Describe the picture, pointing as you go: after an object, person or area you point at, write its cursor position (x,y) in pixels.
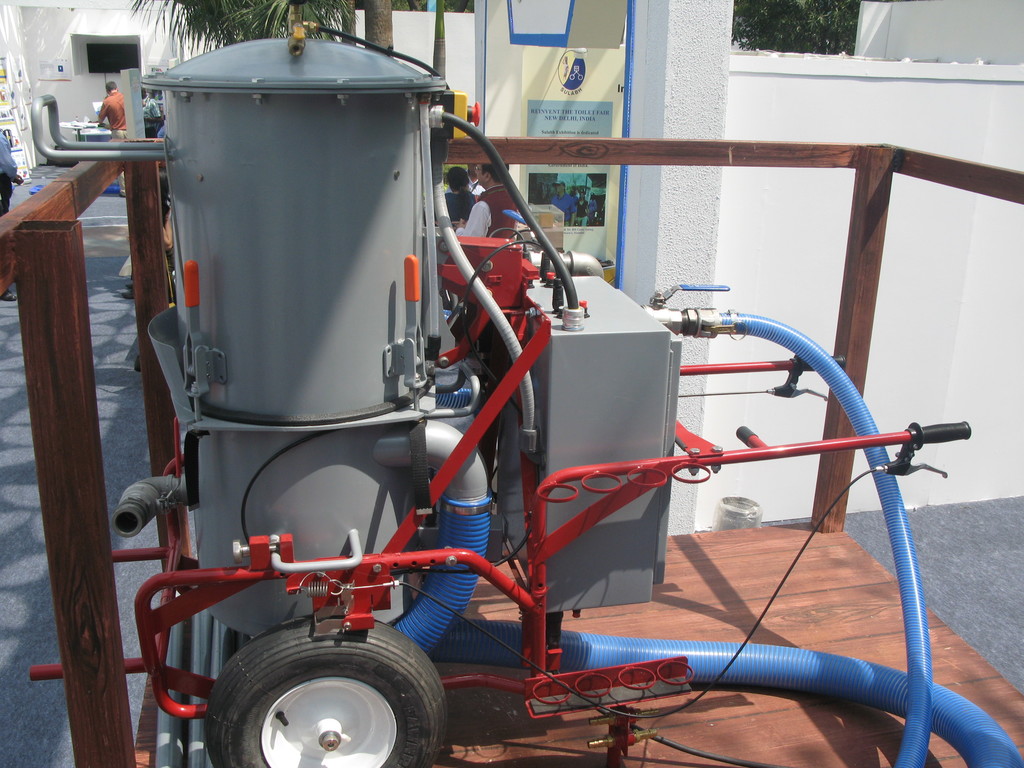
In this picture there is a machine (614,369) on the left side of the image (182,273) and there is a poster (570,109) at the top side of the image (594,89), there are people (10,155) in the top left side of the image (14,176).
